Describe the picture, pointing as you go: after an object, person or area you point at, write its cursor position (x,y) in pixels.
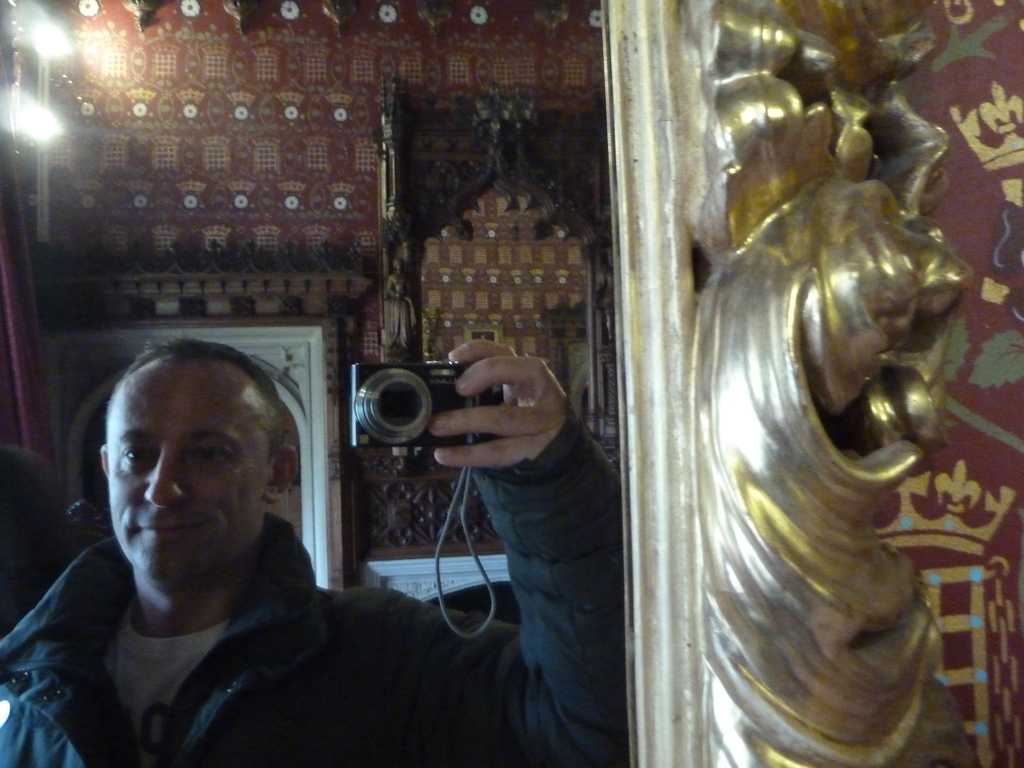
On the left side of the image (129,649) we can see person (218,539) holding camera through the mirror (438,339). In the background (523,270) there is wall (933,116).
